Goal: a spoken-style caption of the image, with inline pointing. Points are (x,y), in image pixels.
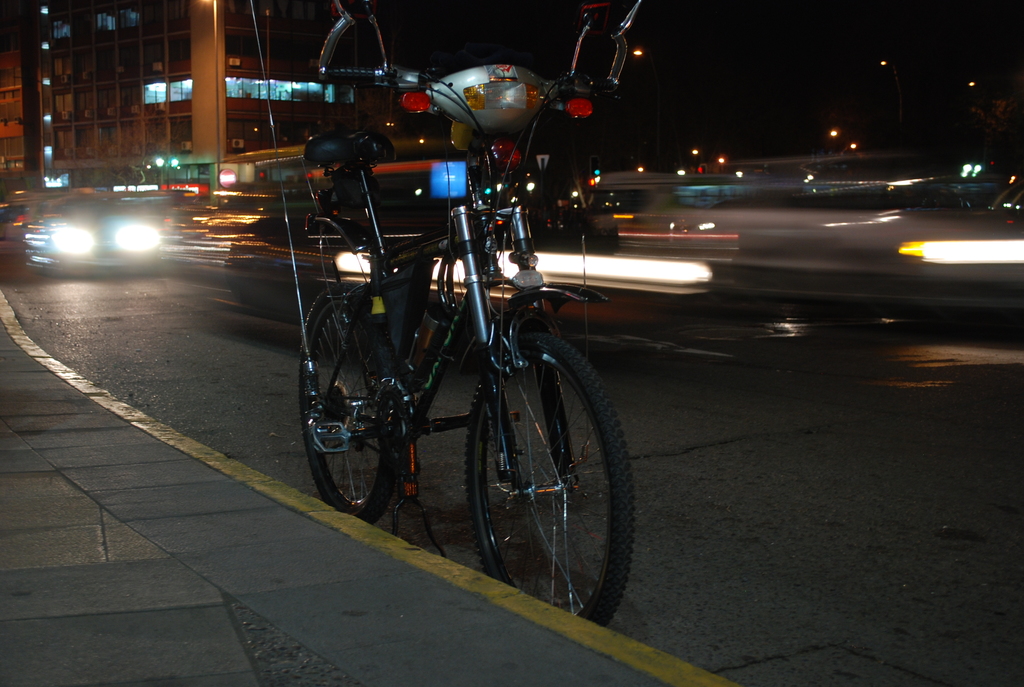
In this image I can see a road (187,344) in the front (374,370) and on it I can see a bicycle (524,104) and few vehicles (11,225). In the background (153,115) I can see a building (199,96), number of lights (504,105) and I can also see this image is little bit in dark.
